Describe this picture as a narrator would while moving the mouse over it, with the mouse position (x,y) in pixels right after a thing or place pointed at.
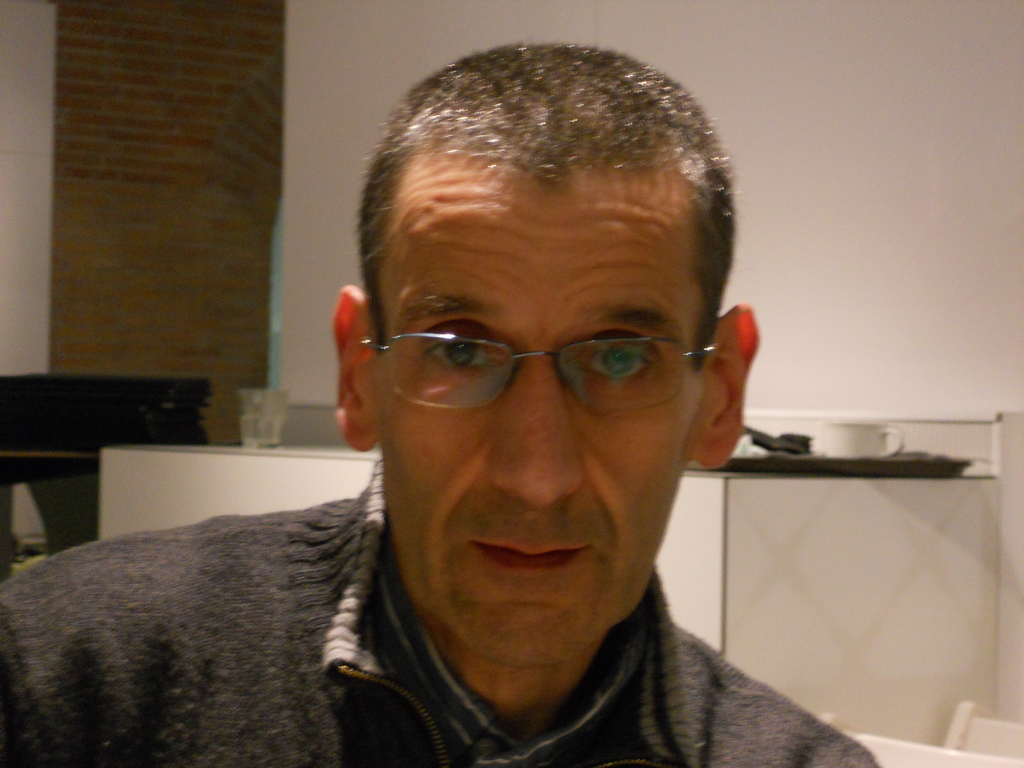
In this image we can see a man (84,691) wearing spectacles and we can see a table (668,555) with a tray (871,470), cup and some other things (272,435) and we can see some other objects (55,394) in the room (808,27). There is a wall (808,27) in the background (808,27).
